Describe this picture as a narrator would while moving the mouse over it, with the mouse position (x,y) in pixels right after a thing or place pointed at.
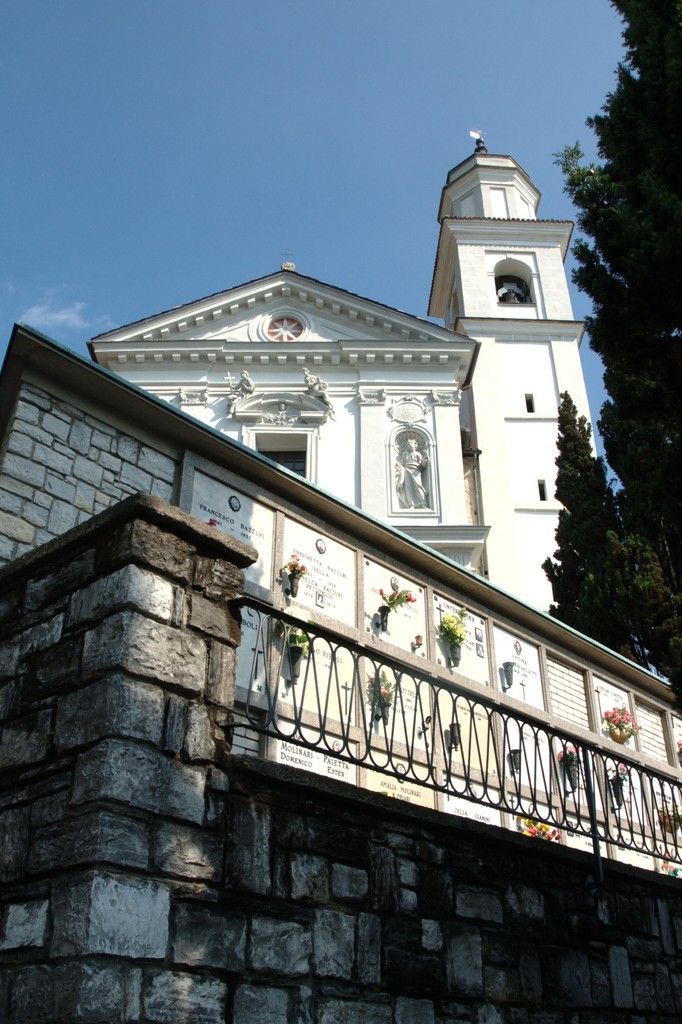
In this image there is a building (320,430) in the middle (320,430). On the right side (635,279) there are trees (623,563). At the bottom (326,819) there is a wall (390,848) on which there is fence (488,747). At the top (195,109) there is the sky (246,234).
